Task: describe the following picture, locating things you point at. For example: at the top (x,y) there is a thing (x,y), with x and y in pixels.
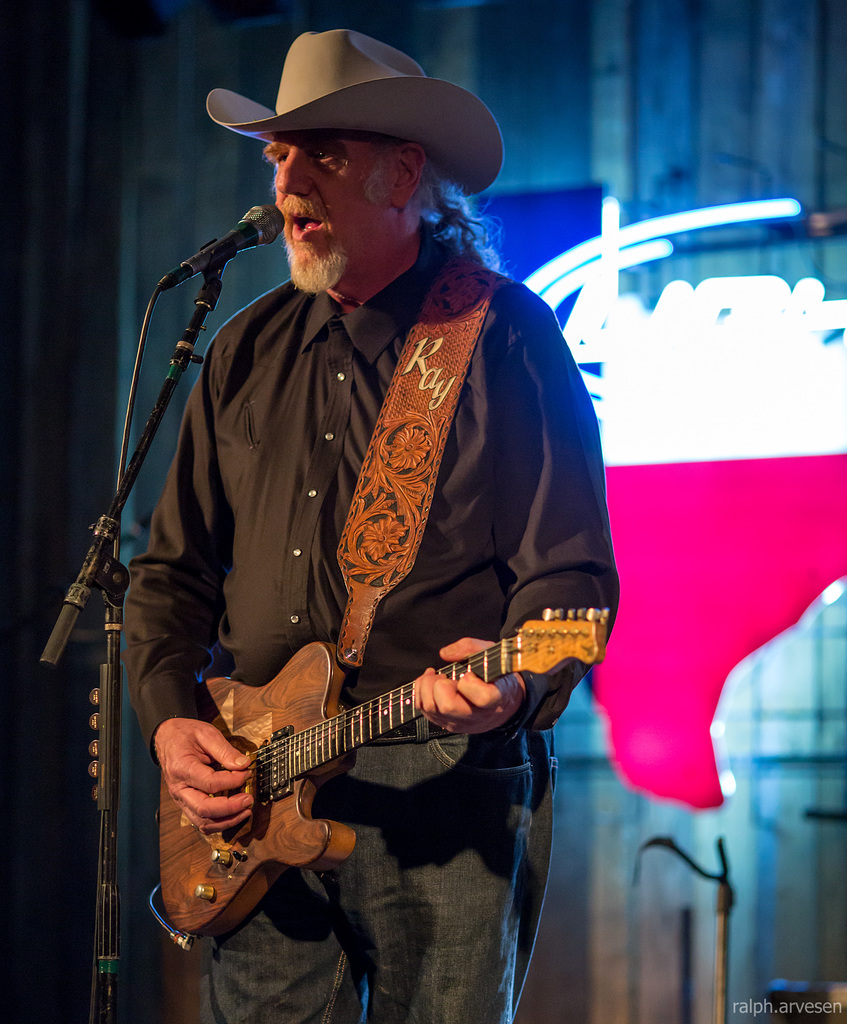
In this image I see a man (213,974) who is standing in front of the mic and he is holding a guitar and he is wearing a hat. In the background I see the light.
